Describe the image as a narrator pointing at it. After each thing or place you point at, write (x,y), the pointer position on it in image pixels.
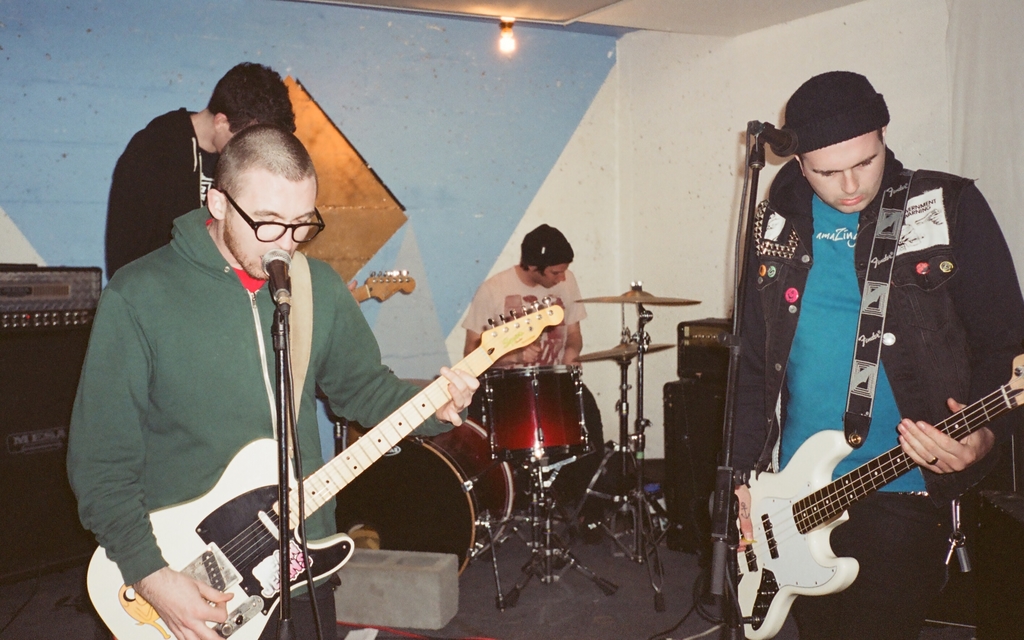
In this image I can see four people (569,338) where three of them are holding guitars (533,323) and one is sitting next to a drum set (557,414). In the background (36,391) I can see a light (509,38) and a speaker (29,345).
